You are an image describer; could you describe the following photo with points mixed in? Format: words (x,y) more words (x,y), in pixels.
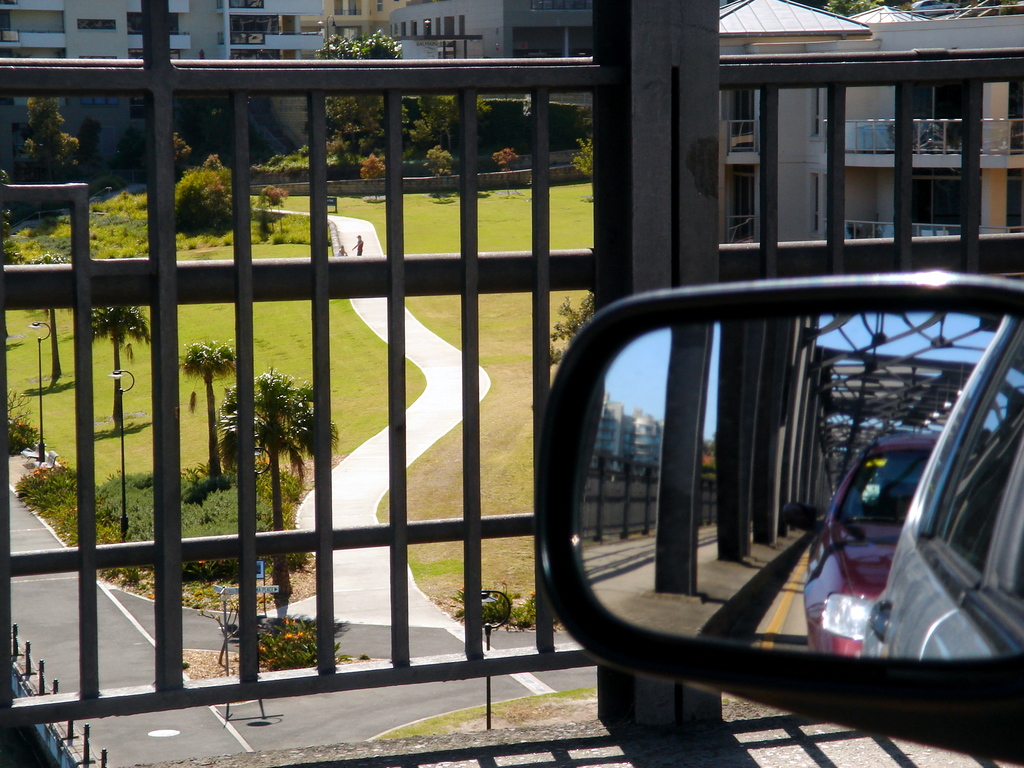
In this image there is a reflection (828,502) in the mirror (927,518) of two vehicles (880,523) on the road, there are buildings (307,16), plants (127,506), grass (435,555), trees (66,145), iron grills (364,276), sky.
